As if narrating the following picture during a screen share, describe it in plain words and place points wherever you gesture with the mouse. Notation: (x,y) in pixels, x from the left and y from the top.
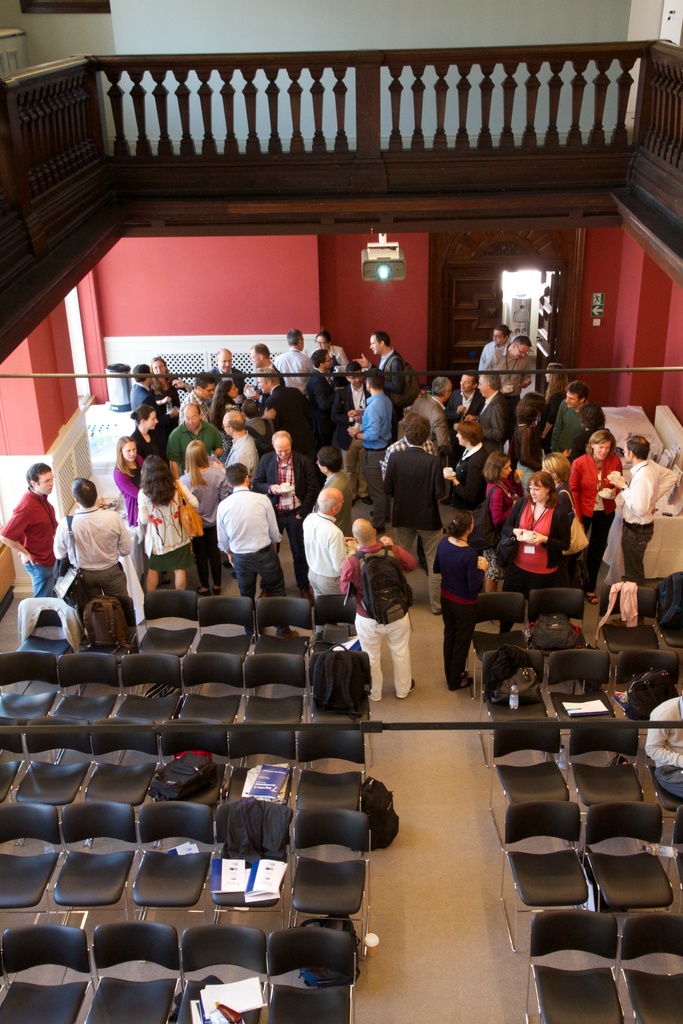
There are group of people (370,492) standing and there are black chairs (281,742) left empty behind them.
